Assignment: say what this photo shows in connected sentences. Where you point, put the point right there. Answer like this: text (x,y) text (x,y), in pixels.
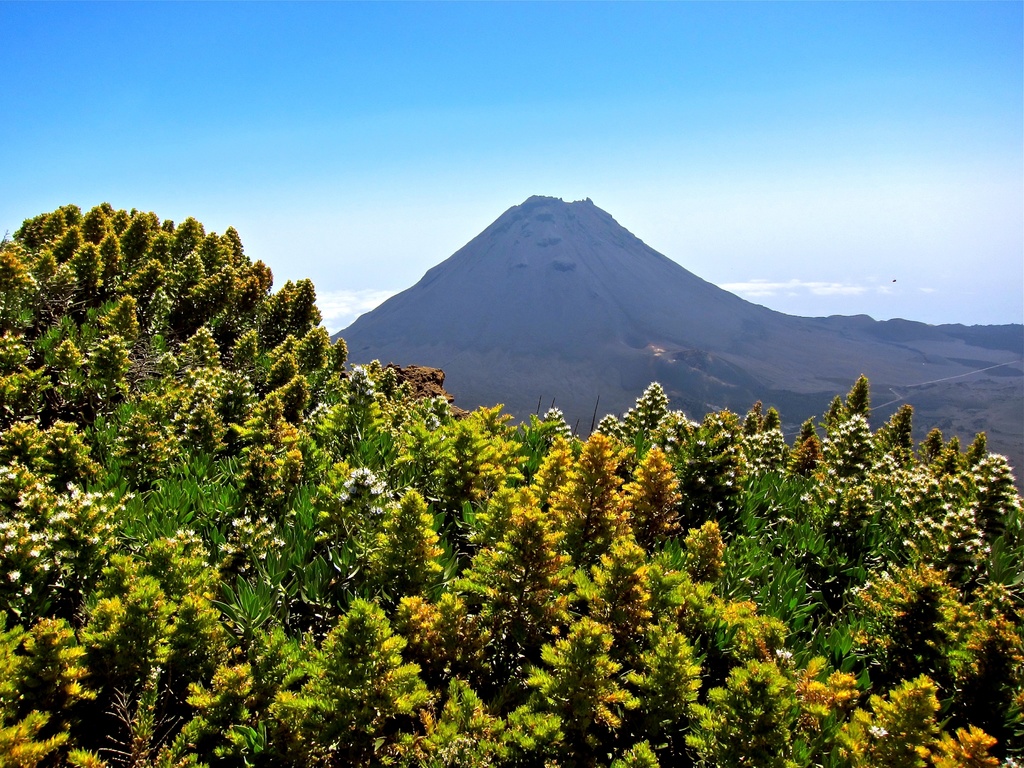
Here we can see plants (904,514) and flowers (855,418). In the background (674,333) there is a mountain (868,350) and sky (716,163).
